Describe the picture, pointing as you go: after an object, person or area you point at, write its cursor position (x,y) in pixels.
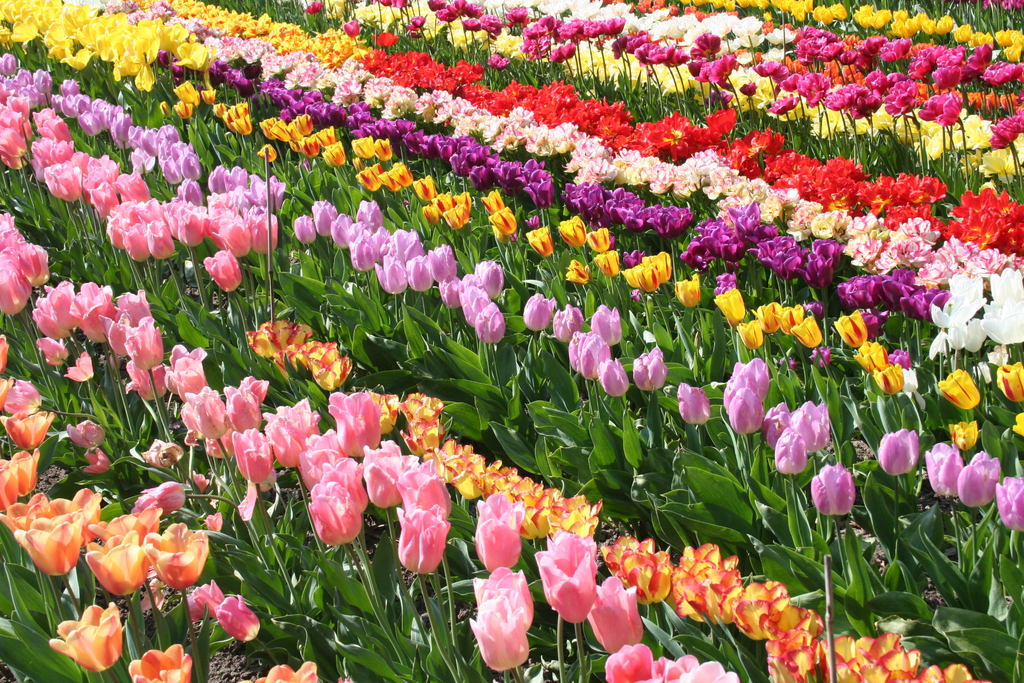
In this image, I can see the plants (206,544) with colorful flowers (180,230) and there are wooden sticks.
